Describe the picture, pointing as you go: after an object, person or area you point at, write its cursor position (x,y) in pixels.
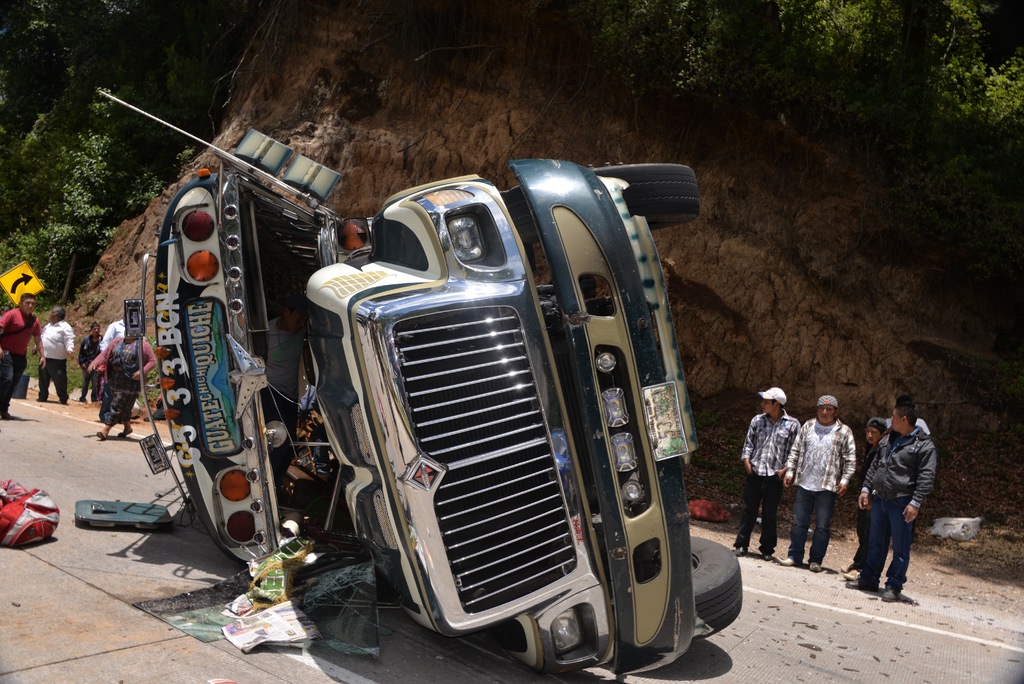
In this image I can see a road (117,613) in the front (304,451) and on it I can see few people (17,308) and a damaged vehicle (388,210). On the left side of this image (7,482) I can see few stuffs (14,511) on the road (216,558). In the background (851,75) I can see number of trees (825,48) and a yellow colour sign board (37,288).
